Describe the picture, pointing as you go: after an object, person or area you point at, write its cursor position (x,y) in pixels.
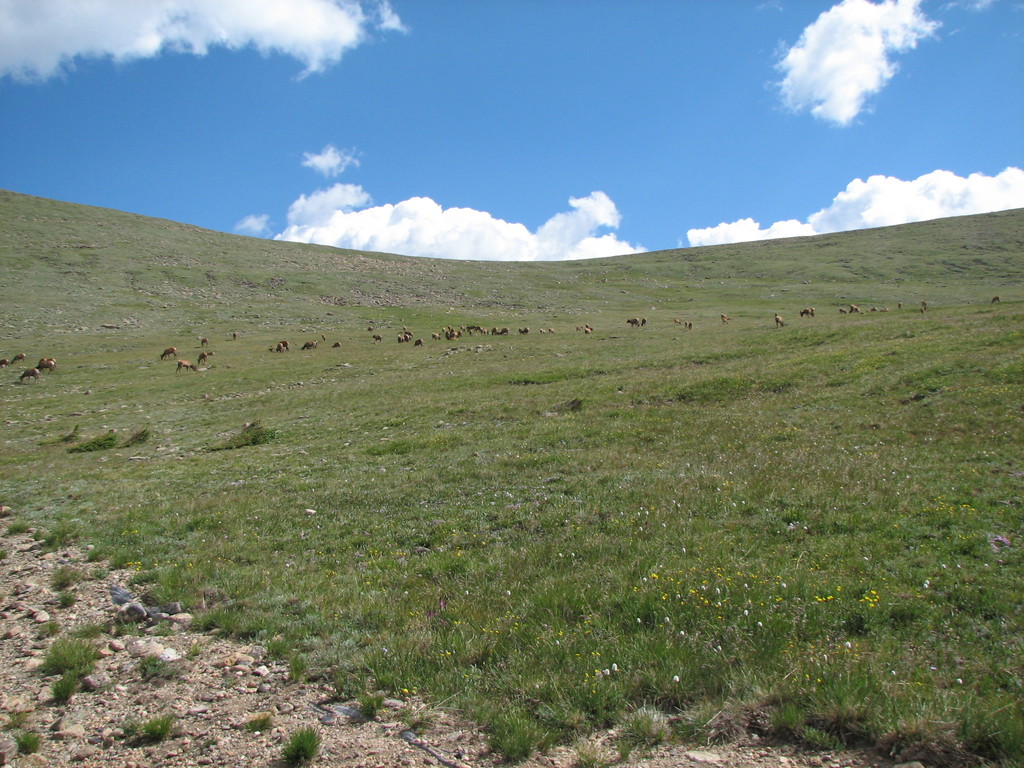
In the image there is grass (630,553) on the ground (618,569). And also there are small flowers (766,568) and few animals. At the top of the image (557,110) there is sky (685,73) with clouds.
